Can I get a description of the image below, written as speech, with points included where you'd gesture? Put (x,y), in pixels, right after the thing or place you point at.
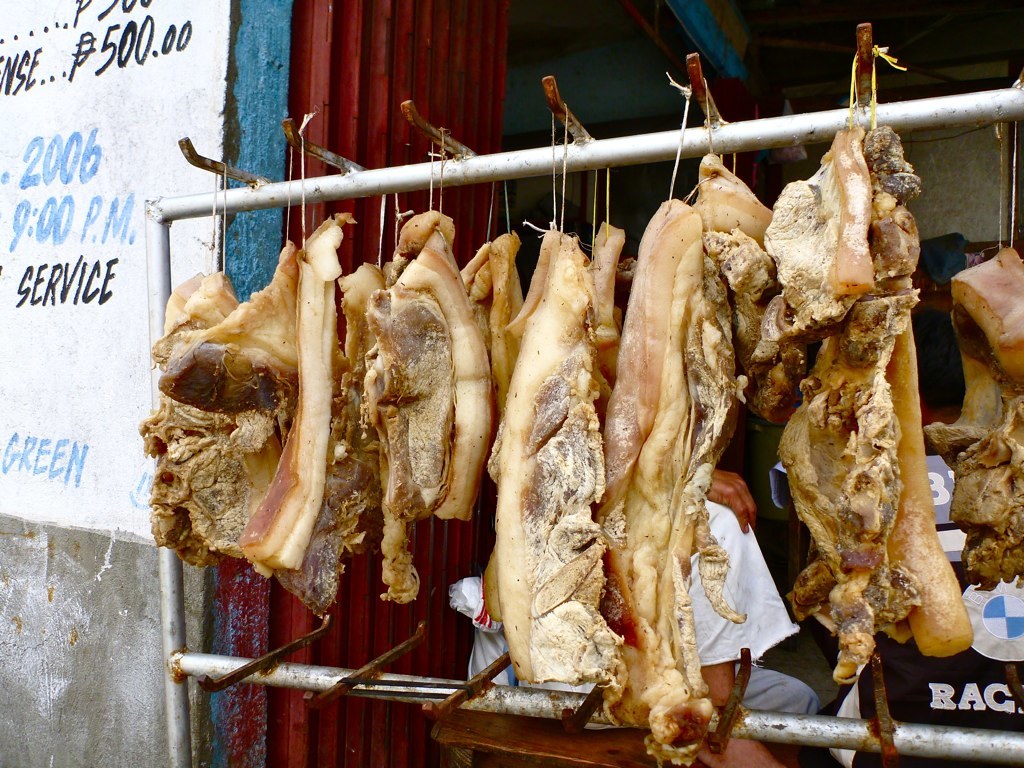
In the image there is meat (349,394) hanging to a stand (397,172) and a person (755,614) sitting behind it, on the left side (154,190) there is wall (124,364) with some text (98,26) on it.
